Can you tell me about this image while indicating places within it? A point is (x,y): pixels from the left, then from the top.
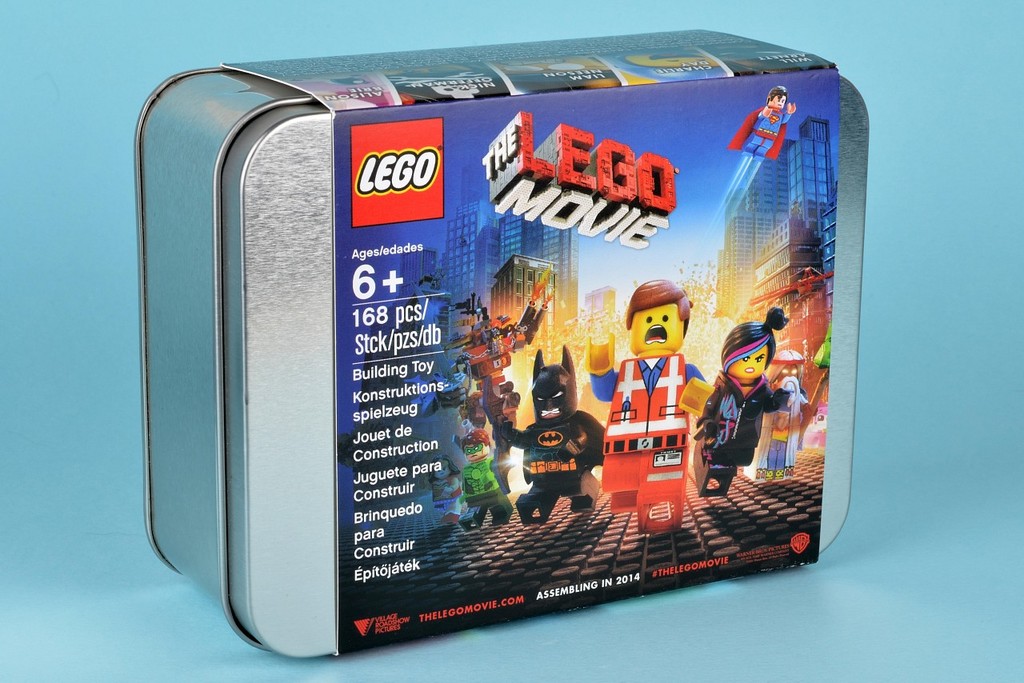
In this image, we can see a box (179,214), on that box (863,264) there is a sticker (793,537), LEGO MOVIE is printed on the sticker (523,231).
